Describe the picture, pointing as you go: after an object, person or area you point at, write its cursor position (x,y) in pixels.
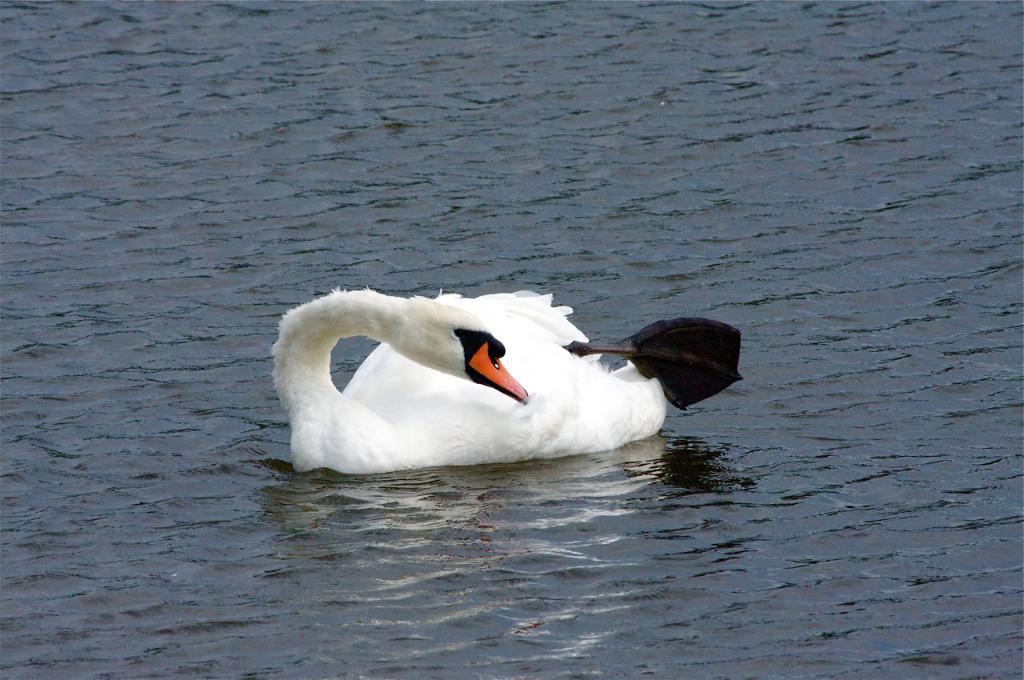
In this image, we can see a white swan (502,413) on the water (564,496).
